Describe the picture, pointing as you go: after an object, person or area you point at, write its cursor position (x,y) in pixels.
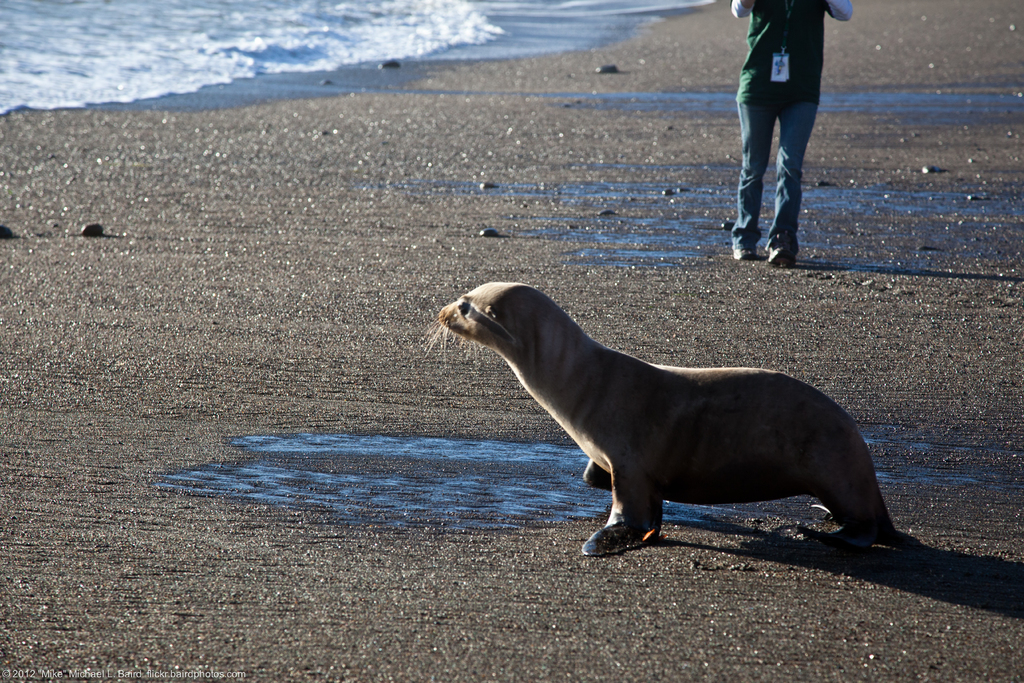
In this image I see a seal (536,340) and I see a person (800,19) over here and I see the ground (407,187). In the background (154,55) I see the water (167,45).
